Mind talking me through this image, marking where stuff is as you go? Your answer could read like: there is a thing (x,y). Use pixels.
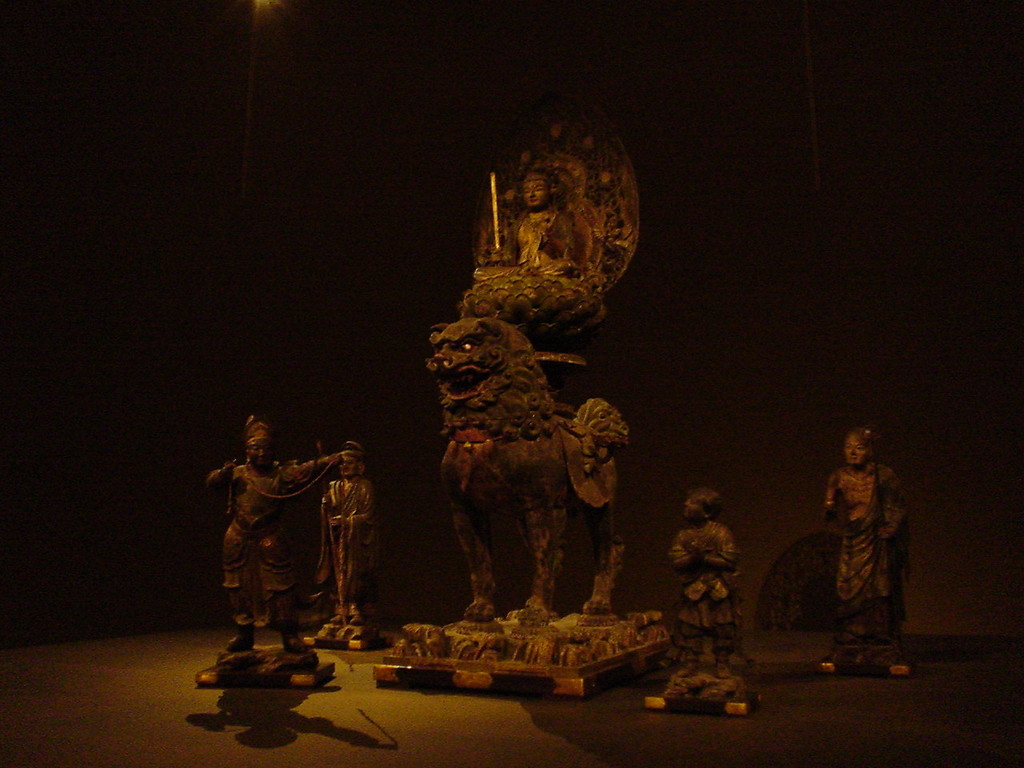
In this image there are small statues (715,609). In the middle (537,302) there is a statue (539,284) on which there is Buddha (518,238). There are four statues (849,513) around it.
